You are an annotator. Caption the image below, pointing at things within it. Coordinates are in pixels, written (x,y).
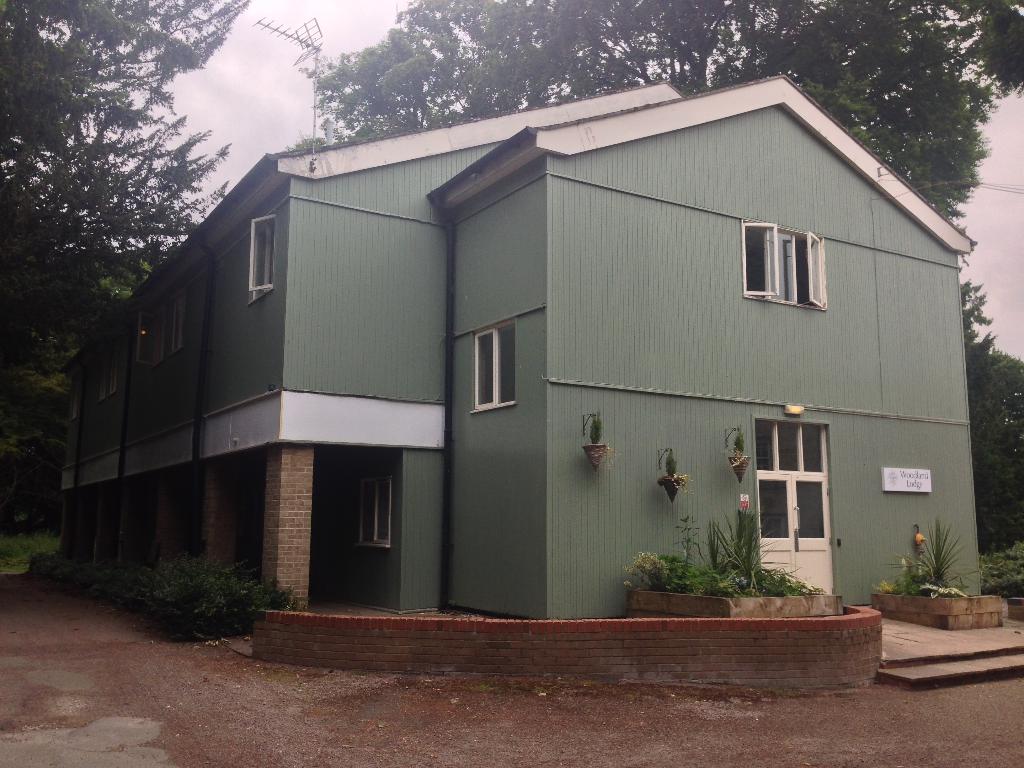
In this picture I can see the building (681,433). On the left (160,561) I can see plants (203,613) near to the pillars (216,554). In front of the door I can see some plants (733,572) and grass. In the background (2,269) I can see many trees (1022,491). At the top (1004,141) I can see the sky (332,2) and clouds (336,1). At the corner of the building (311,181) there is an antenna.
